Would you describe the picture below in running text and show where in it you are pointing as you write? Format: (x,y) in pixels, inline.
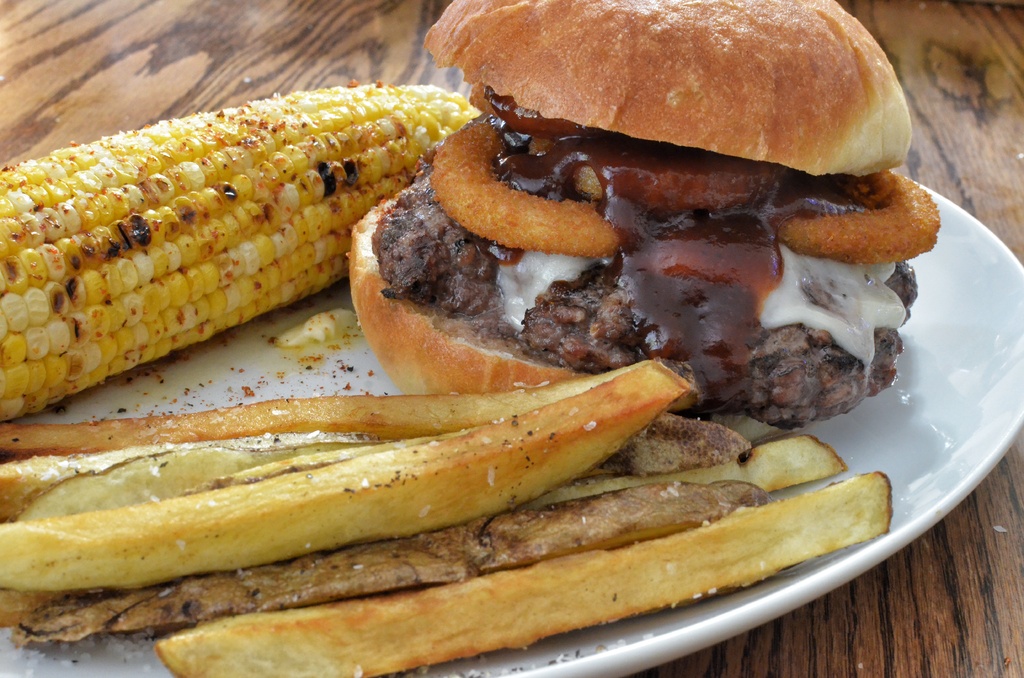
In this picture we can see some food items (250,211) on a plate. This plate (952,398) is on a wooden surface (748,663).
